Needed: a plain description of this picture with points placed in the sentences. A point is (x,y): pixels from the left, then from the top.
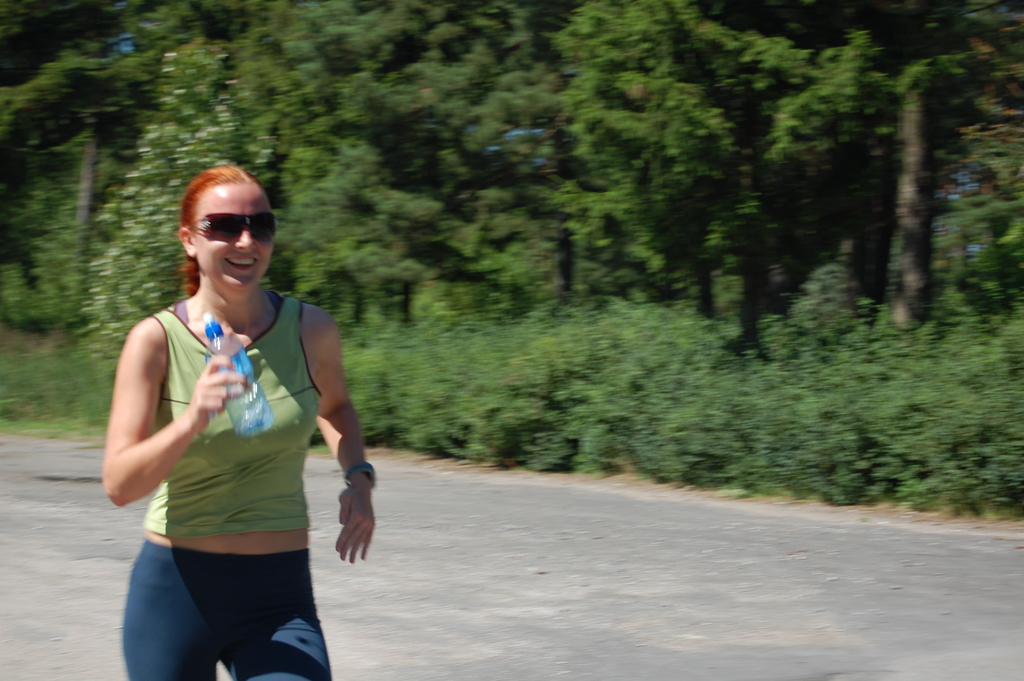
In the image we can see there is a woman (220,258) who is running and she is holding water bottle (247,394) in her hand (223,400) and her back there are lot of trees (407,156).
